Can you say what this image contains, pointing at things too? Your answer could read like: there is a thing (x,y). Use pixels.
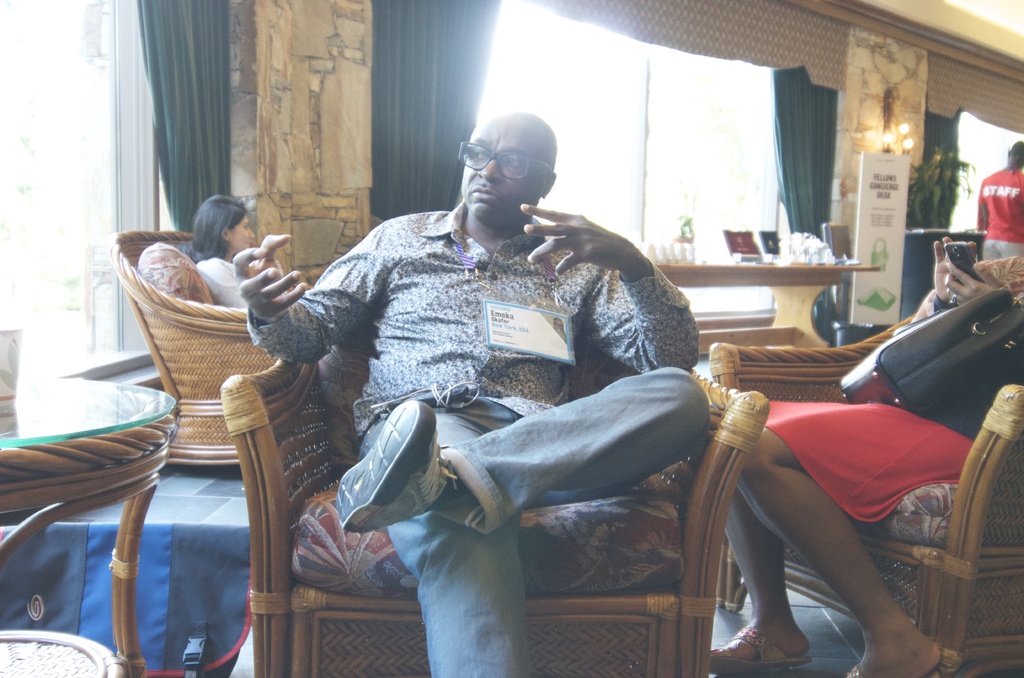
In this image this man (473,350) is sitting on the chair (290,386). In the background of the image (744,280) we can see a table (768,269), curtains (409,71), wall (335,124), poster (877,207) and lights (898,141).
